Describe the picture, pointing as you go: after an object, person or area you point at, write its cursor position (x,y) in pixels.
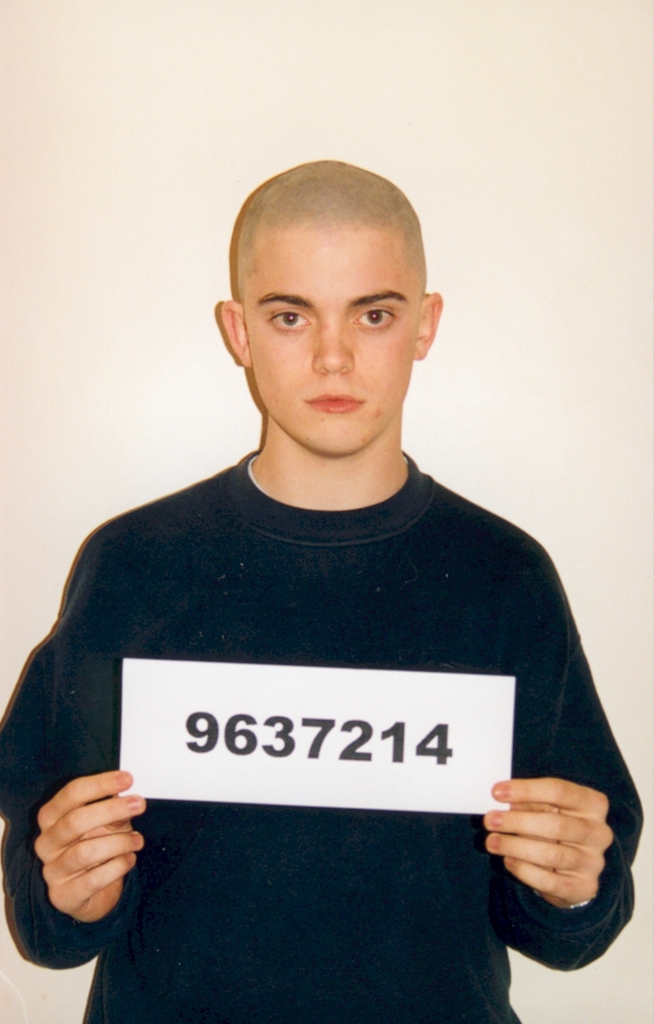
In this image we can see a boy (321,308) who is wearing black color t-shirt (309,862) and holding paper (378,731) in his hand (516,797). And on paper (295,758) some number (317,743) is written. Behind the boy (331,312) white color wall (134,337) is there.
